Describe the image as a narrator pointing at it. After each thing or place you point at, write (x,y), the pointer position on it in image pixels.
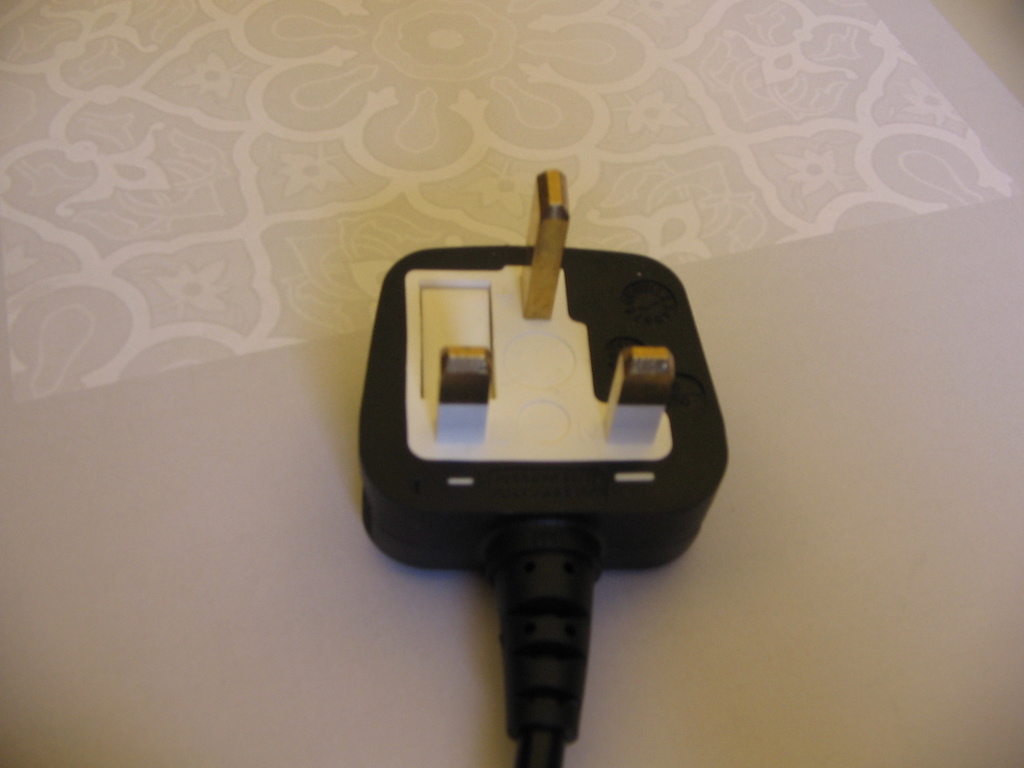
In the picture we can see a cream color surface (293,445) with some designs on it and on it we can see a plug (652,280) which is black in color with three pins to it.
